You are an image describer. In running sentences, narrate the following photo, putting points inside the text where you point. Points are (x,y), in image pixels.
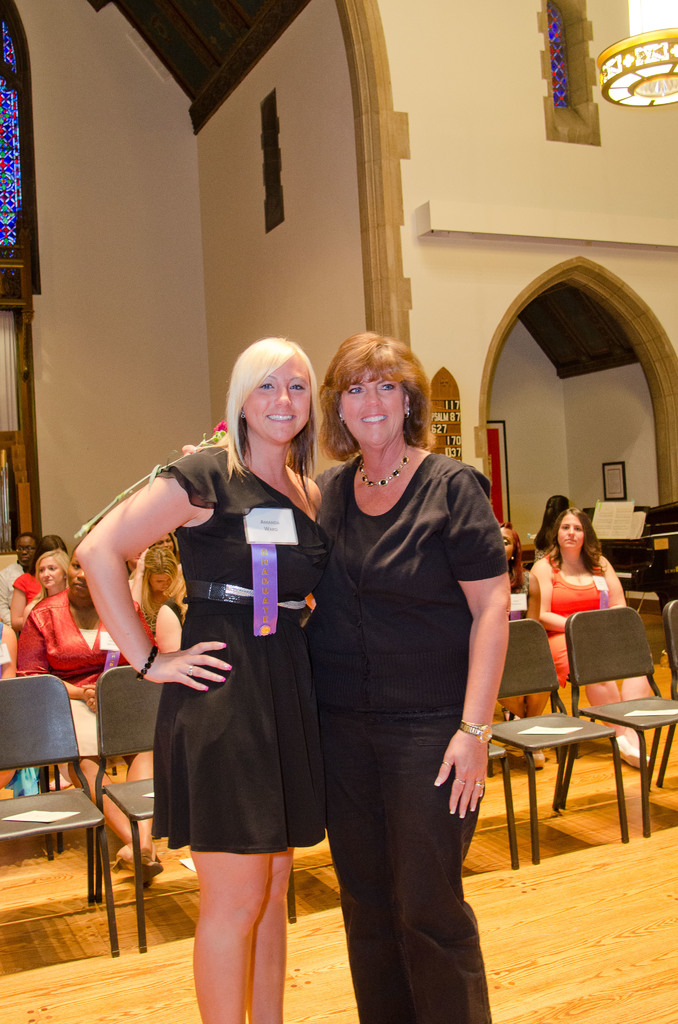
In this picture there are two ladies (372,462) in black dress (344,466) and behind them there are some chairs (148,728) and some people (145,583) sitting on the chairs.
